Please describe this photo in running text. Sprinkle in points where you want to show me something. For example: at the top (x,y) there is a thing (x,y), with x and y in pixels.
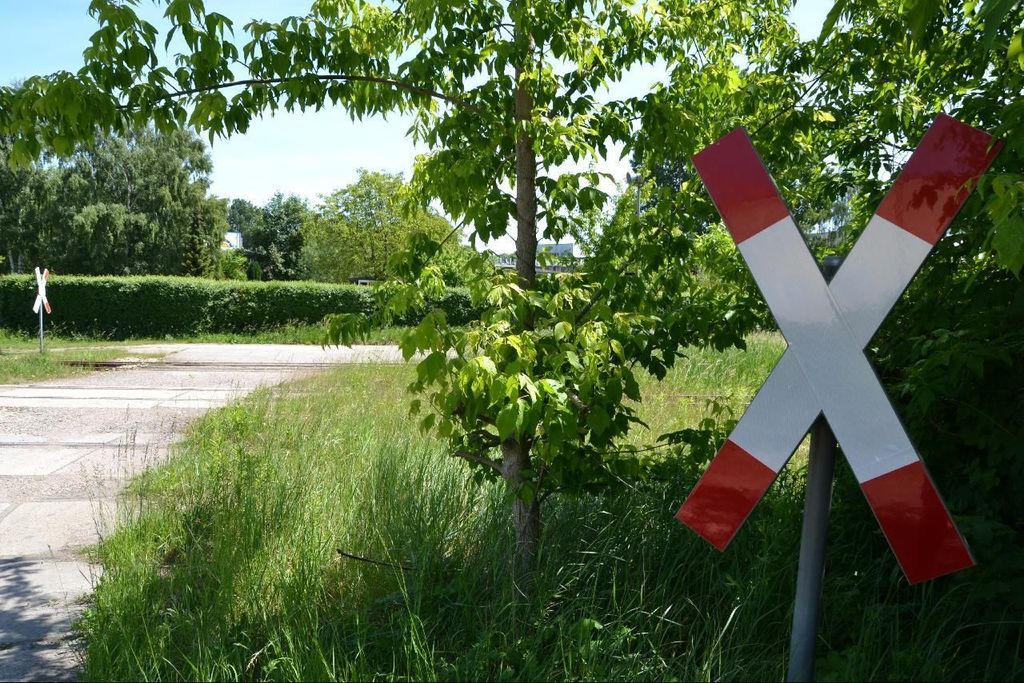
In this image I can see the road (113,424), some grass (211,436) on the ground (369,509), few trees (504,46) which are green in color and two x shaped boards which are red and white in color. In the background (563,263) I can see a building (563,263), few trees (312,216) and the sky (292,134).
